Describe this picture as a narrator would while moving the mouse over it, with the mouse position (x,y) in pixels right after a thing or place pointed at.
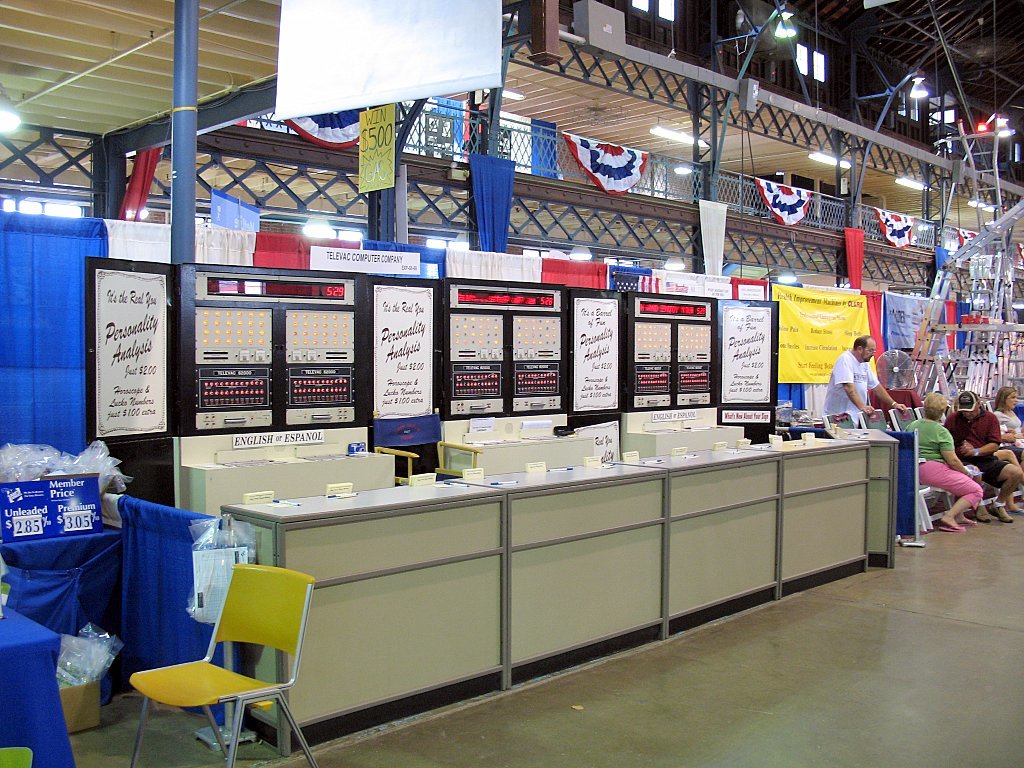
This picture consists of a persons (963,412) sitting and standing. In the center (567,469) there are desks (699,447), boards (402,348). At the left side (232,628) there is a chair (204,676), curtains (126,546) which is blue in colour. In the background (490,202) there is a blue colour curtain (498,212) and white colour curtain (705,227) and red colour curtain (856,254). And on the top (792,37) there are lights (1002,134).
